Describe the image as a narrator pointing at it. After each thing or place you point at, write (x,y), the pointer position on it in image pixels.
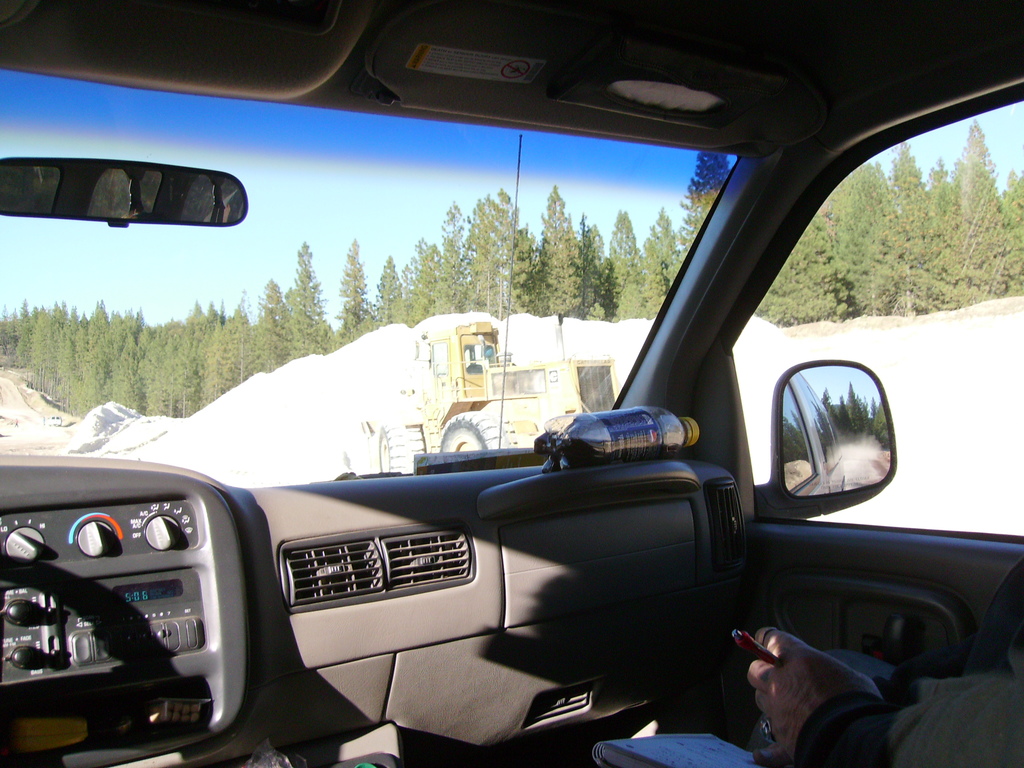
This is an inside view of a car (324,747) where we can see a person (907,735), book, bottle (619,416), mirrors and glasses (507,264). Behind the glass (524,363), we can see a vehicle (487,395), land (117,407), trees (389,303) and the sky (448,196).
